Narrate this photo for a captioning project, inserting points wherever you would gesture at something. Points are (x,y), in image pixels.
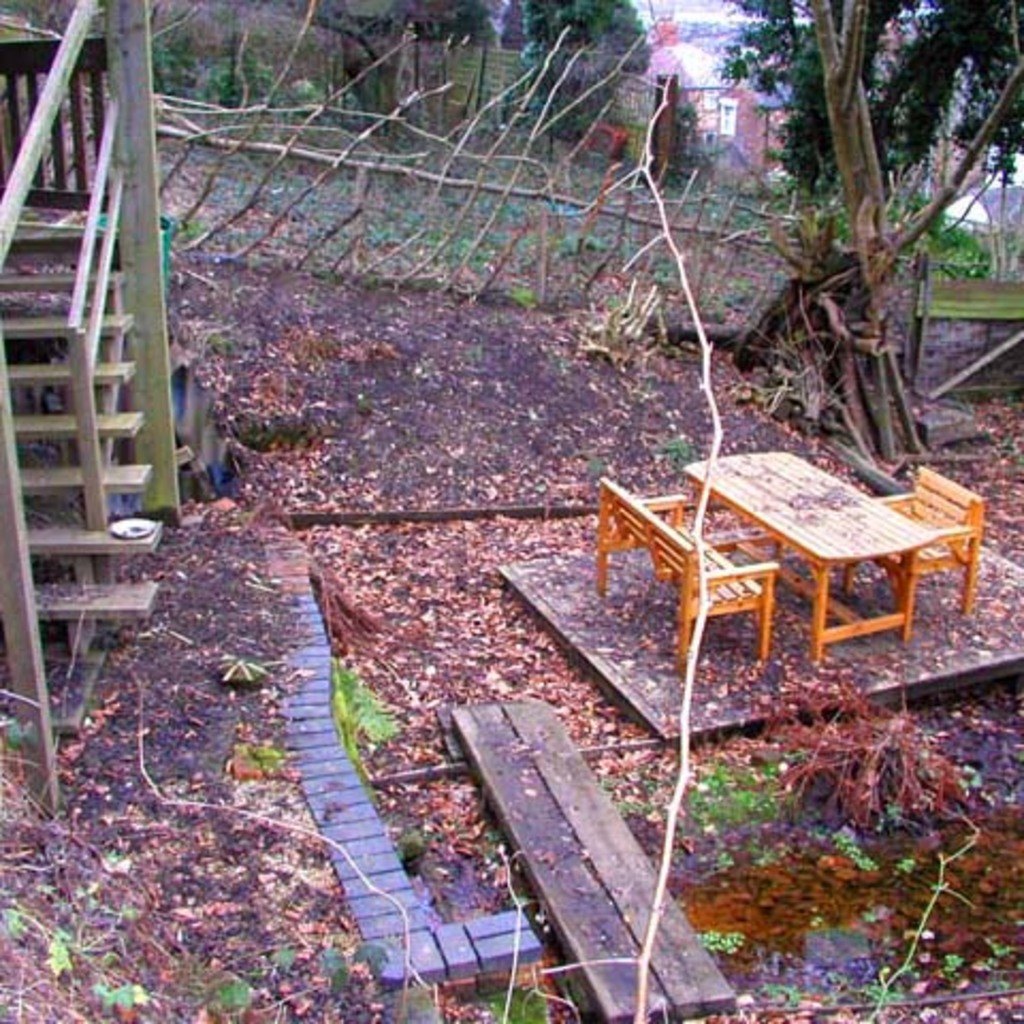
This image is taken outdoors. At the bottom of the image (169,834) there is a ground (450,584) with grass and many dry leaves (459,563) on it. On the left side of the image (145,496) there is a staircase (61,586) and a railing (88,427). In the middle of the image (669,568) there are a few trees (769,32), plants (692,271) and a fence (435,183) with wooden sticks (591,220) and there is a table (825,559) and an empty bench (709,559) and a chair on the floor (761,685).
